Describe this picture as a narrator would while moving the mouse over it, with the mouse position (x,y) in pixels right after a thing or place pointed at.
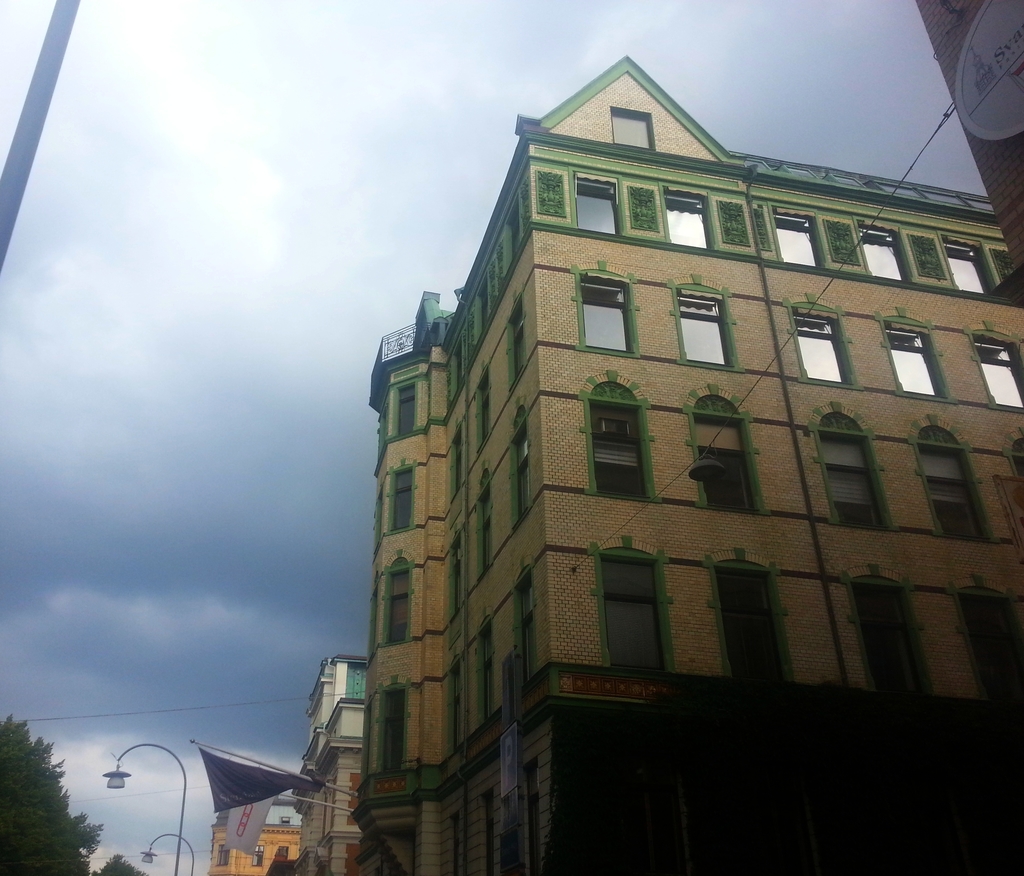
In this image there are buildings (429,643). There are flag poles (320,800) to the buildings (290,808). In front of the buildings (217,828) there are street light poles (123,755). In the bottom left (34,808) there are trees (44,842). At the top (267,142) there is the sky (328,92).
